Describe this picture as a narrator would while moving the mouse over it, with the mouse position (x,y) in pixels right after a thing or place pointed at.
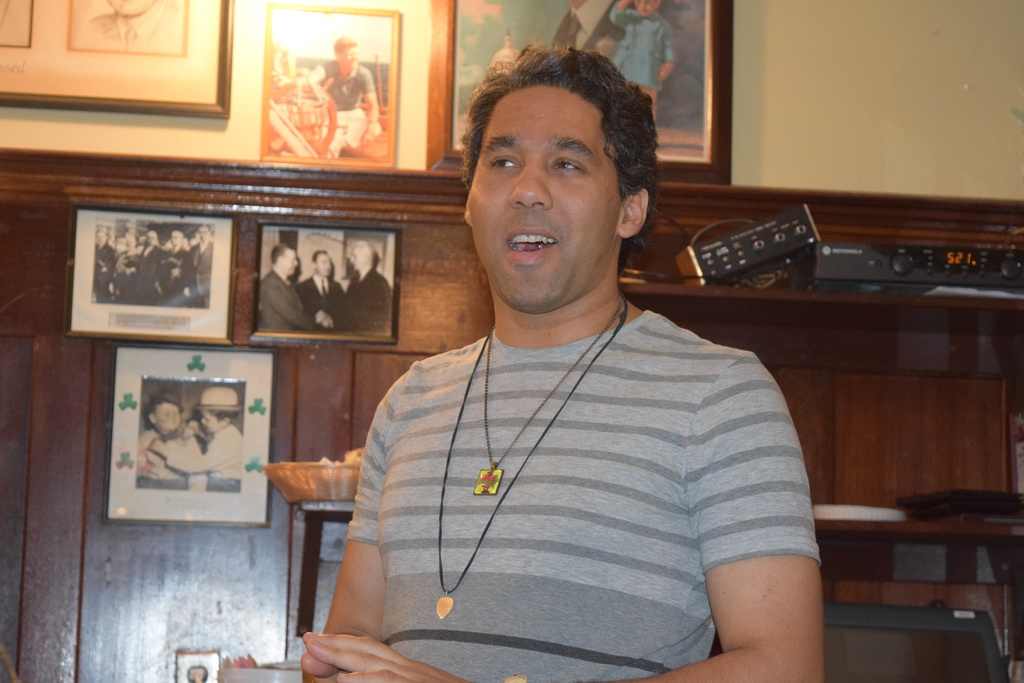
This is an inside view. In the middle of the image (490,347) there is a man (505,409) wearing t-shirt (436,389) and speaking by looking at the left side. At the back of this man (468,408) there are few photo frames (149,288) are attached to the wall (800,69) and a wooden plank (156,629). On the right side (730,254) there are some electronic devices (774,245) are placed on a table (808,299).
